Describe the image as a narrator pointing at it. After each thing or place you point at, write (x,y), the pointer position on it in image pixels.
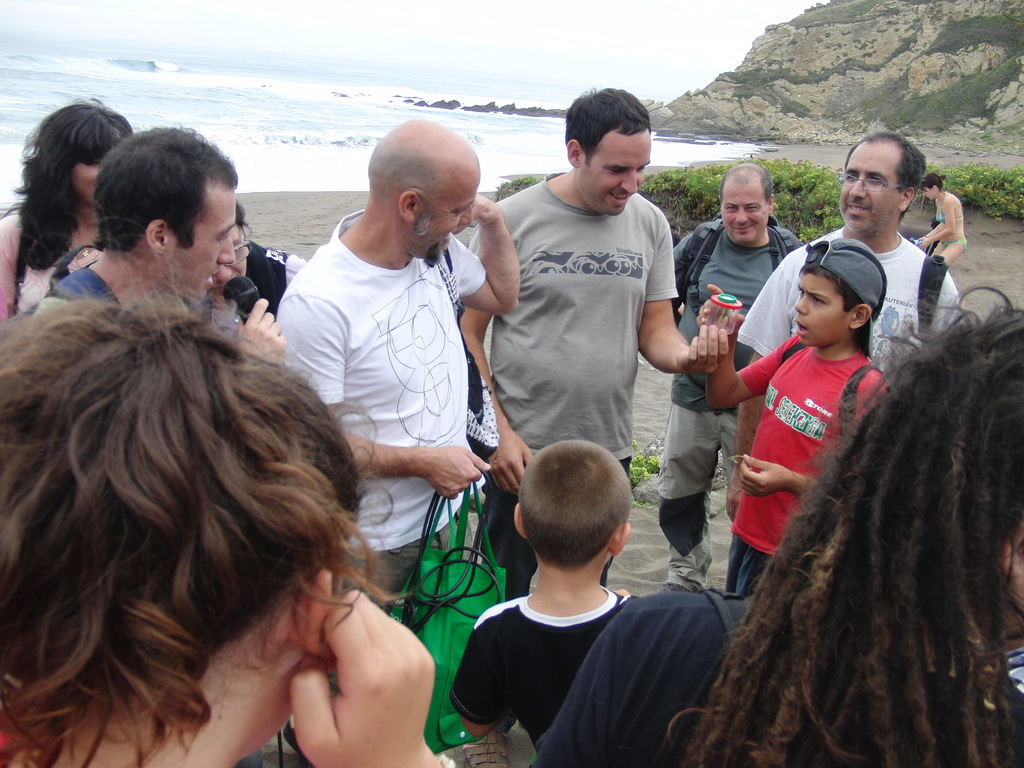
In this picture I can see in the middle (533,276) a group of people (651,284) are standing. On the right side (1013,169) there are plants (833,225), on the left (274,126) there is water (736,153). In the top right hand side (723,81) there is the hill (820,113).
